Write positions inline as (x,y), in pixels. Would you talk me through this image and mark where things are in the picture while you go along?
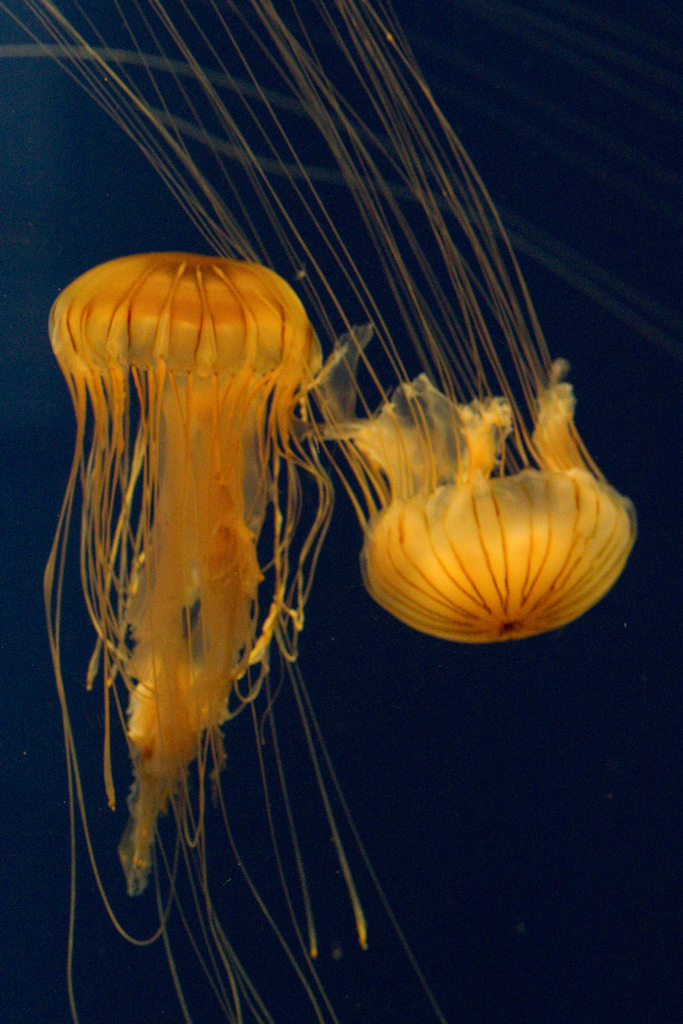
In this image in the middle (408,451) two yellow color jellyfish (416,444) visible, background (628,826) is dark.
